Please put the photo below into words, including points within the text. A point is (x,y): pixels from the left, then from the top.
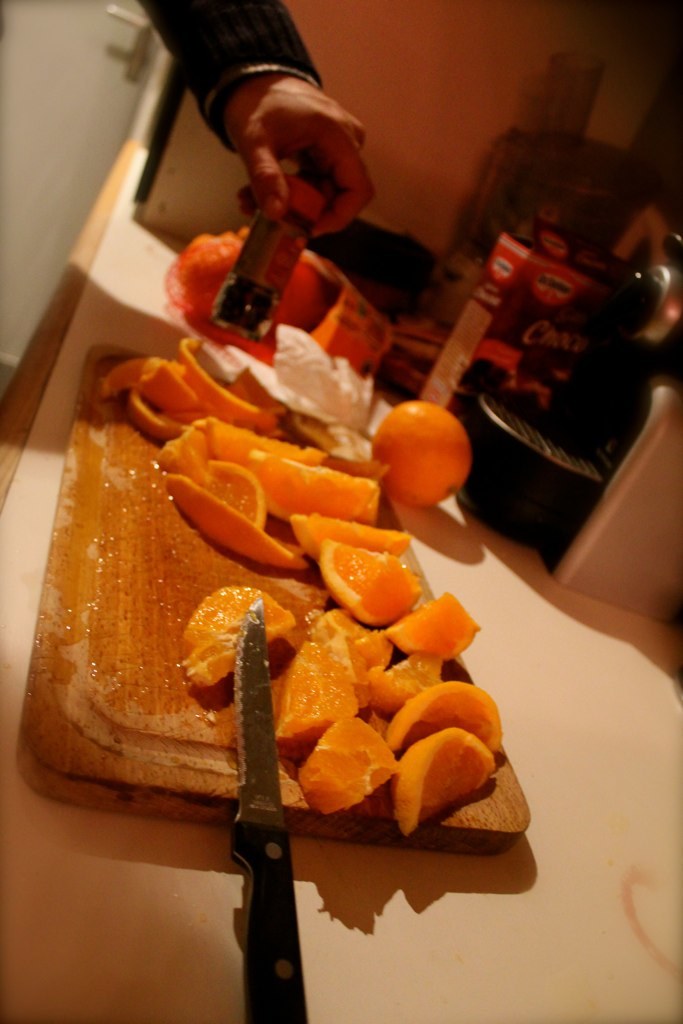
In this image in the center (303,680) there are fruits (265,438). In the front (257,820) there is a knife (260,794) and in the background (256,120) there is a person (256,91) holding a bottle (278,228) and the right side (537,487) there is a box (525,343) and there is an object (528,481) which is black in colour.
